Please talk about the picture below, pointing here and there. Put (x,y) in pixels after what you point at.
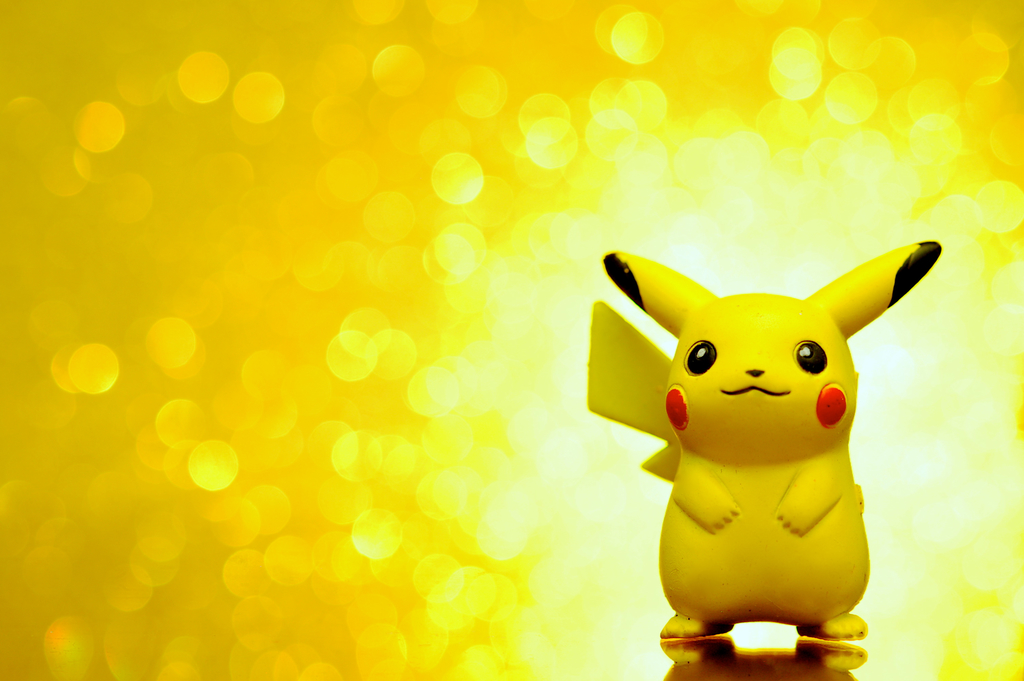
In this image we can see a toy (739,343), and the background (602,471) is yellow in color.
